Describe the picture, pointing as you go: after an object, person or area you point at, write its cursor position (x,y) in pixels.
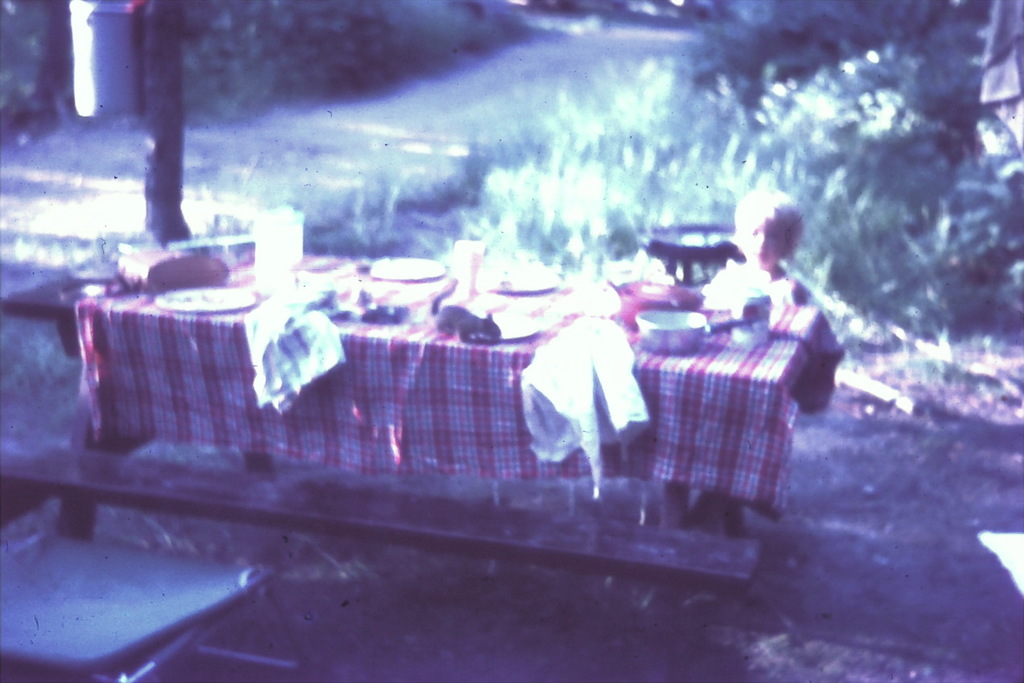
On the right side of the image (757,257) there is a little boy (768,268). In front of the him there is a table (221,316). On the table (237,310) there are many food items (160,275) and clothes (265,335), beside the table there is a pole (162,39). In the background (639,153) there is a grass (714,107).
